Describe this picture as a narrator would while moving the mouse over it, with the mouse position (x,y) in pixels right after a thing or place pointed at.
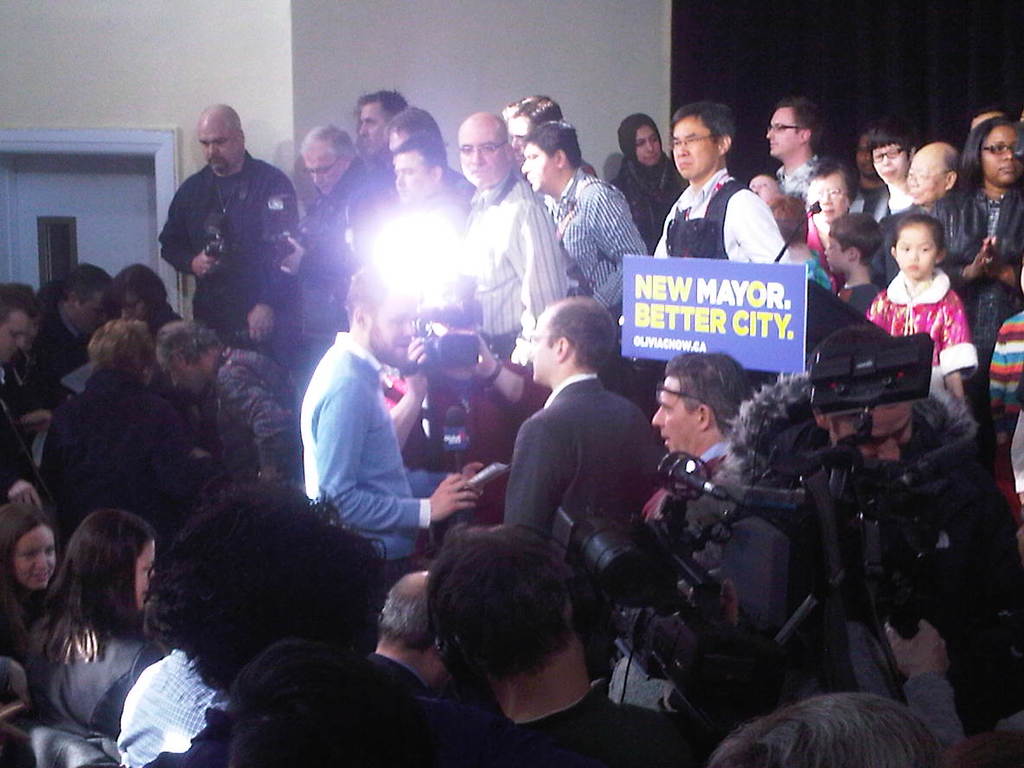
In this image I see number of people (974,461) in which few of them are holding cameras (785,487) in their hands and I see a board (713,332) over here on which there is something written and in the background (454,86) I see the wall (421,57) and I see the door (90,239) over here and I see the black color curtain (795,71).
